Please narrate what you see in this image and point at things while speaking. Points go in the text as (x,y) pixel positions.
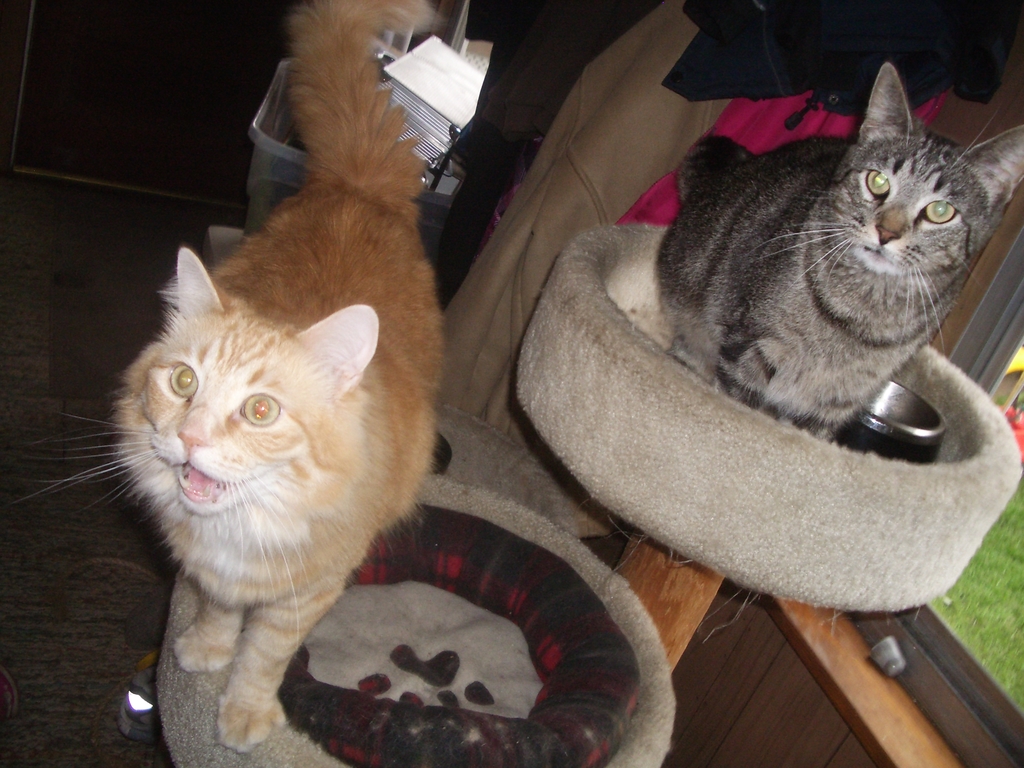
In this image in the center (548,414) there are two cats (361,460) in a cat furniture (548,414), and at the bottom (386,631) there are cat furniture (839,541). And in the background (554,202) there are some clothes (588,160), board (435,86), box (409,46) and in the box (435,86) there are some covers (453,108). And on the right side (1002,529) there is a window (999,596) through the window (996,599) we could see some grass (960,613), at the bottom (56,553) there is floor (113,699).
